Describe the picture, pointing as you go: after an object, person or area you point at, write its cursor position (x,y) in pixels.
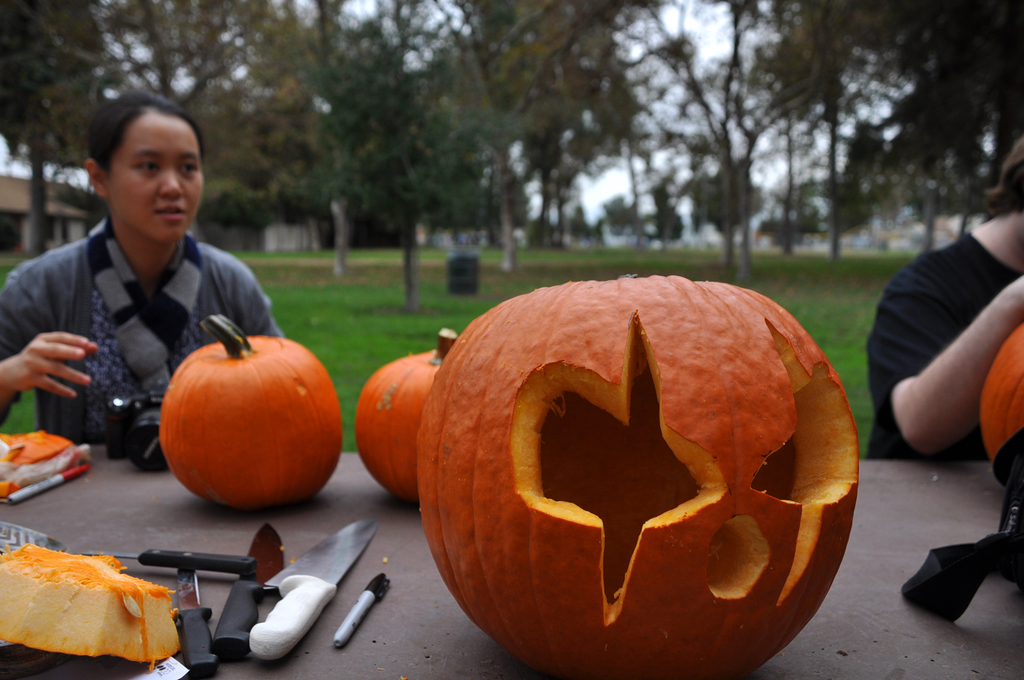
In the foreground of this image (414,629), on the table (425,644), there are pumpkins (273,396) and a pumpkin (672,554) carved, few knives (288,617), marker (342,633), a piece of pumpkin (140,599), camera (126,439) and a bag (943,589) are on it. In the background (962,345), there are two persons (206,343) sitting near the table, grass (431,263), trees (612,157), an object (476,272) on the grass (489,256) and the sky (699,36) on the top (705,39).
